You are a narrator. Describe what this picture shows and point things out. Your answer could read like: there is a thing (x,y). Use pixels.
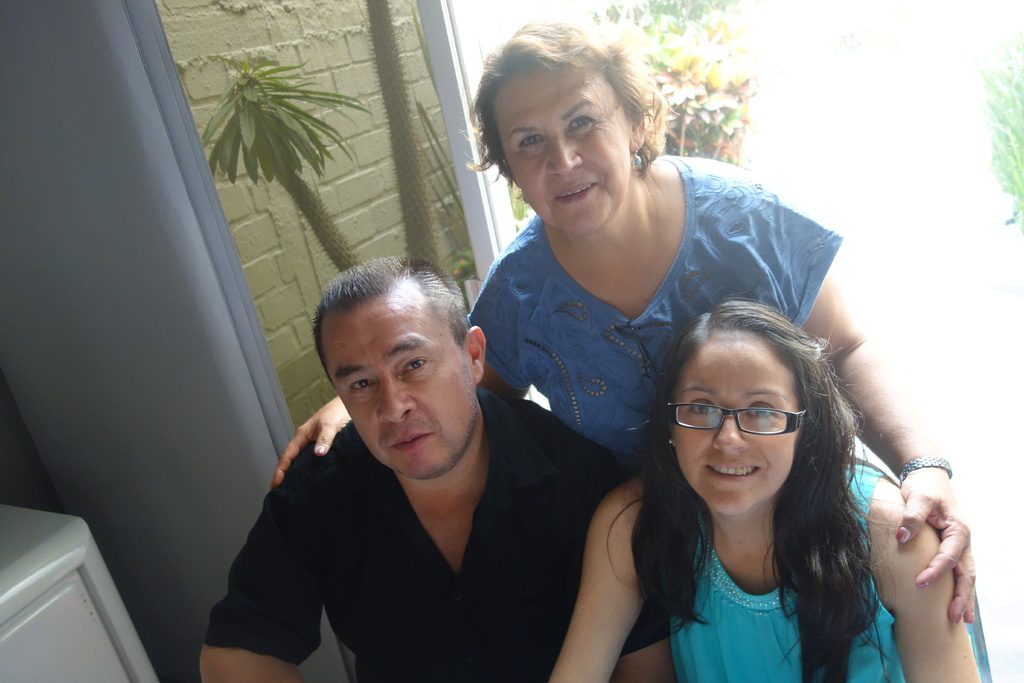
In the image in the center (477,322) we can see three persons (602,338). And we can see two persons (570,485) were sitting and one woman (646,293) is standing. And they were smiling, which we can see on their faces (449,449). In the background (471,93) there is a wall (343,6), trees (290,107), white color object (50,632) and few other objects (138,364).
